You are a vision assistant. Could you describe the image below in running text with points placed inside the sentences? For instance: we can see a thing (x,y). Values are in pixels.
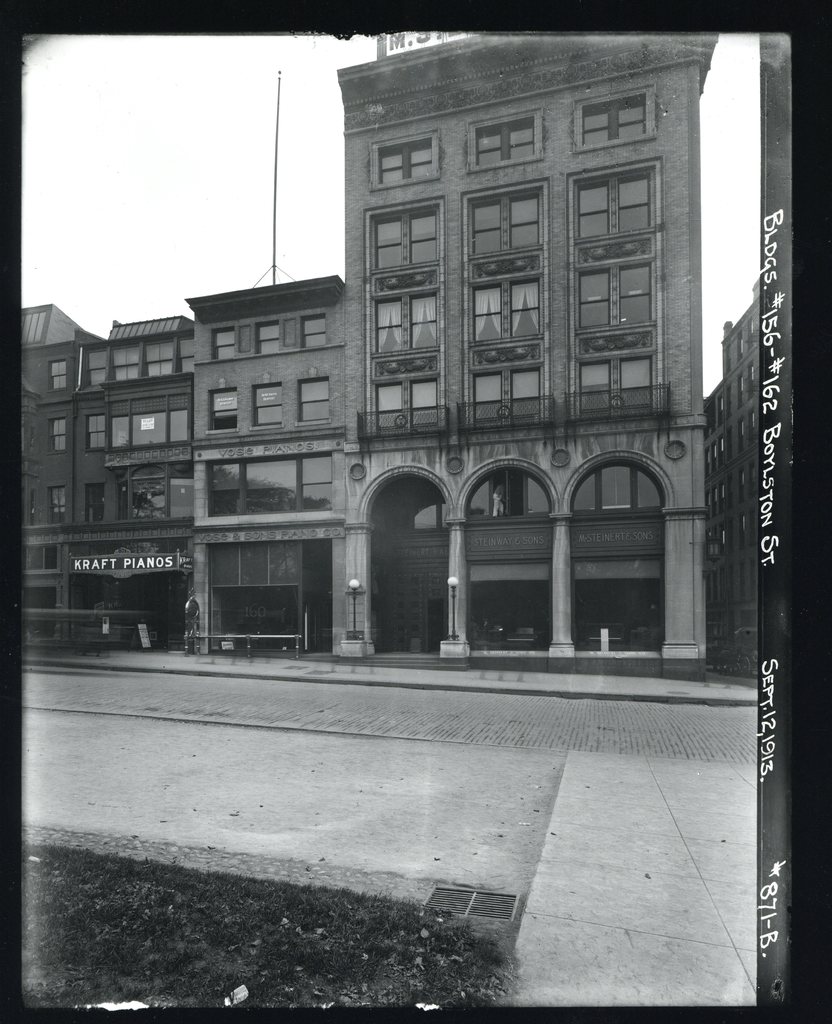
In this image we can see some buildings (385,469) and at the top of the image (162,166) there is clear sky (264,212).
